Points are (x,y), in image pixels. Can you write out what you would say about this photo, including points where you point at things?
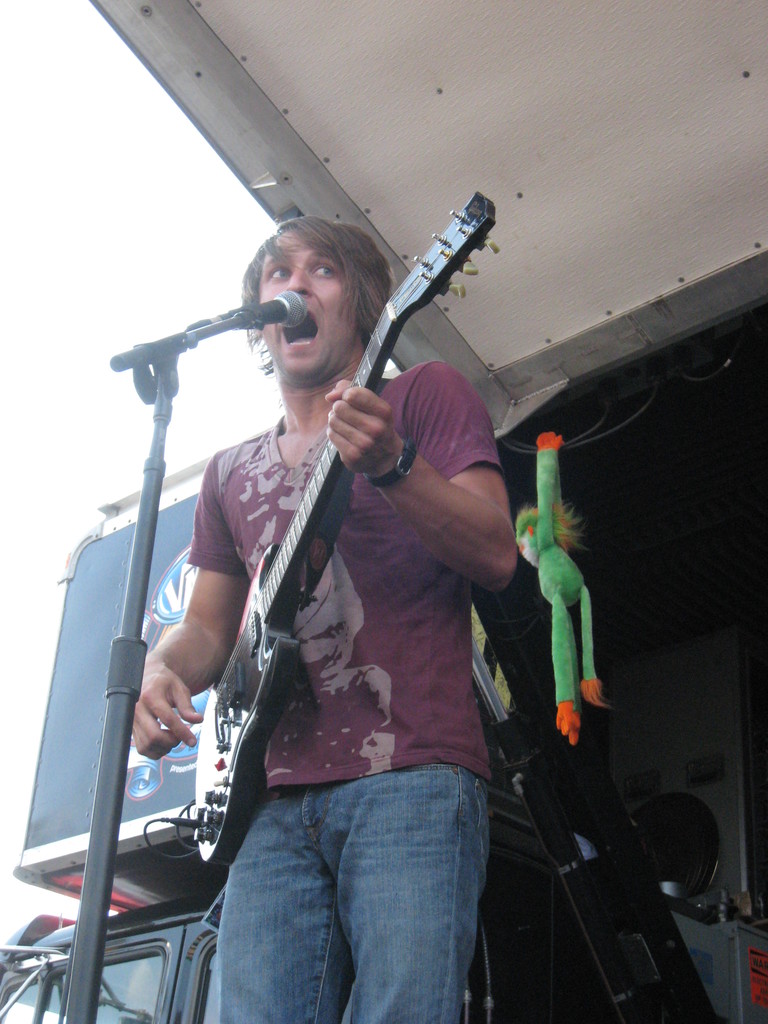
It looks like a concert a person (394,579) is holding guitar (269,612) and singing a song there is a mike (282,313) in front of him, in the background (568,545) there is a doll (574,707) hanged and also other equipment (509,884).
